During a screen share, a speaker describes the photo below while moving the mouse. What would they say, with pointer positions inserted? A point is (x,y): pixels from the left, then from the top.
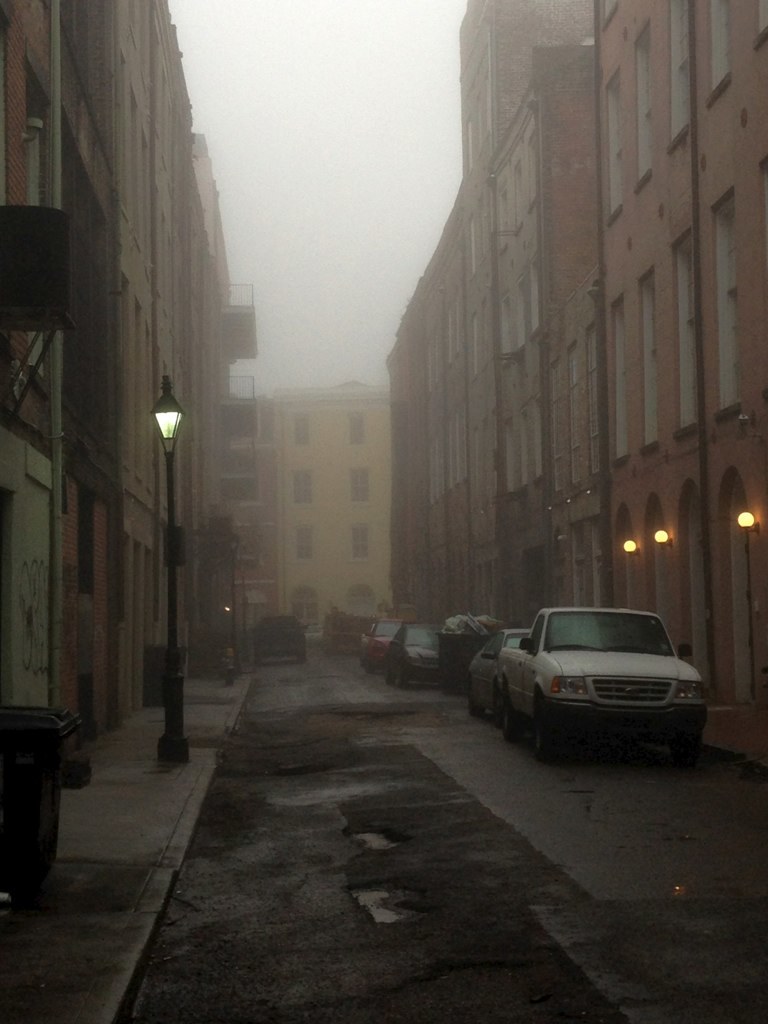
In this image there are buildings (473,471) and we can see vehicles (470,703) on the road (431,757) and there are lights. We can see poles (173,450). In the background (445,14) there is sky (445,14).
